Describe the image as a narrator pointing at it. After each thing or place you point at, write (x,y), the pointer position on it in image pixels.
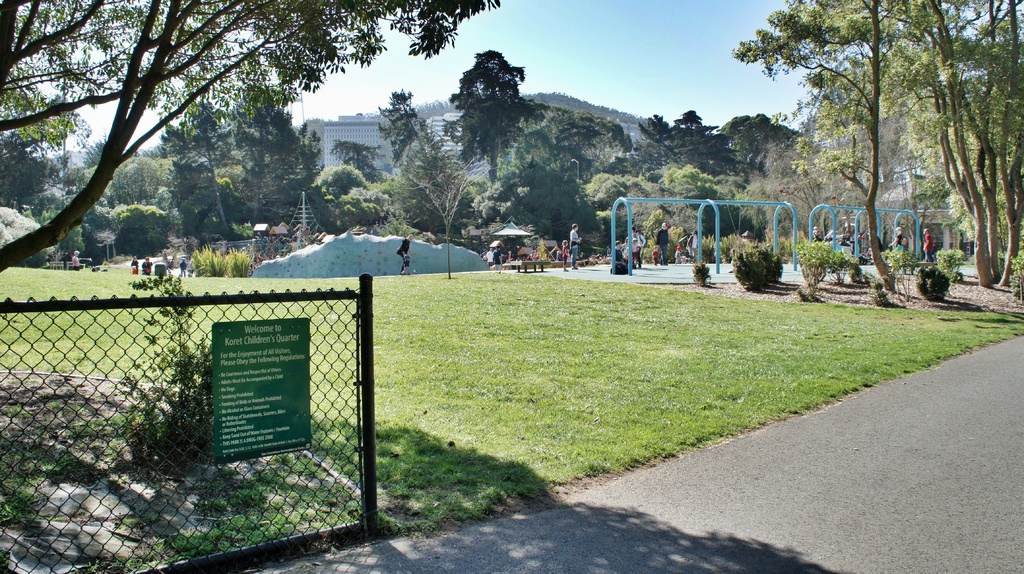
In this picture we can see road (856,433), board (278,435) attached to the mesh (205,458), plants (197,266) and grass (459,331). There are people (626,263) and we can see rods (797,216), trees (727,226), buildings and objects (347,241). In the background of the image (643,72) we can see the sky (654,69).
